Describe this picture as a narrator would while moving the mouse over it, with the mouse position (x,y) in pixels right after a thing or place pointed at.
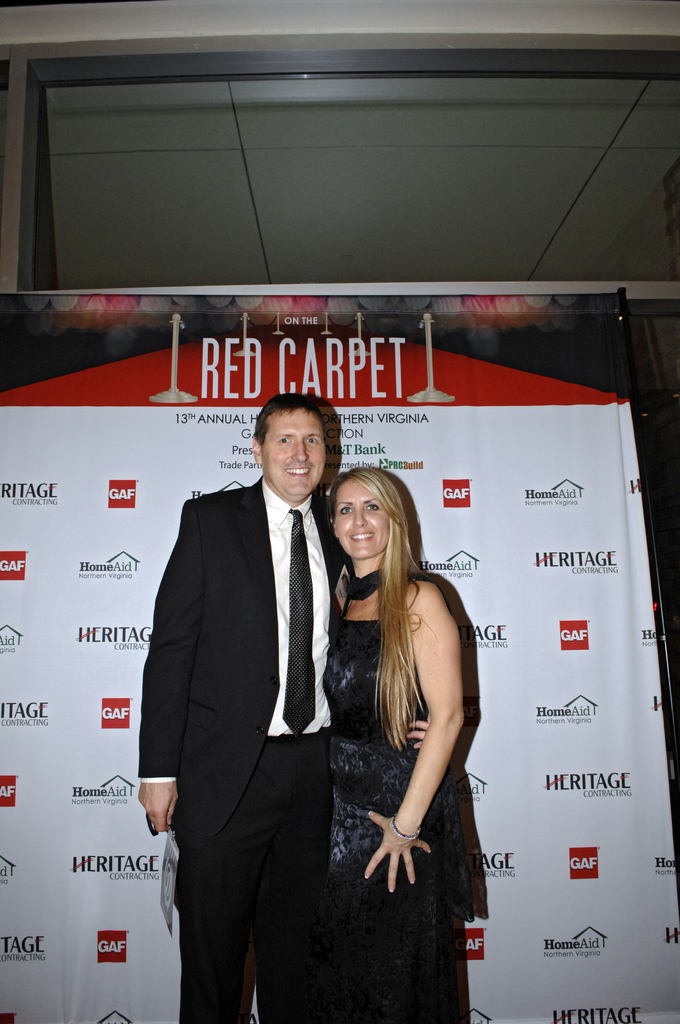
In this image we can see two people (245,501) standing and behind there is a written text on the board (96,318), near that we can see the glass object (324,135).
